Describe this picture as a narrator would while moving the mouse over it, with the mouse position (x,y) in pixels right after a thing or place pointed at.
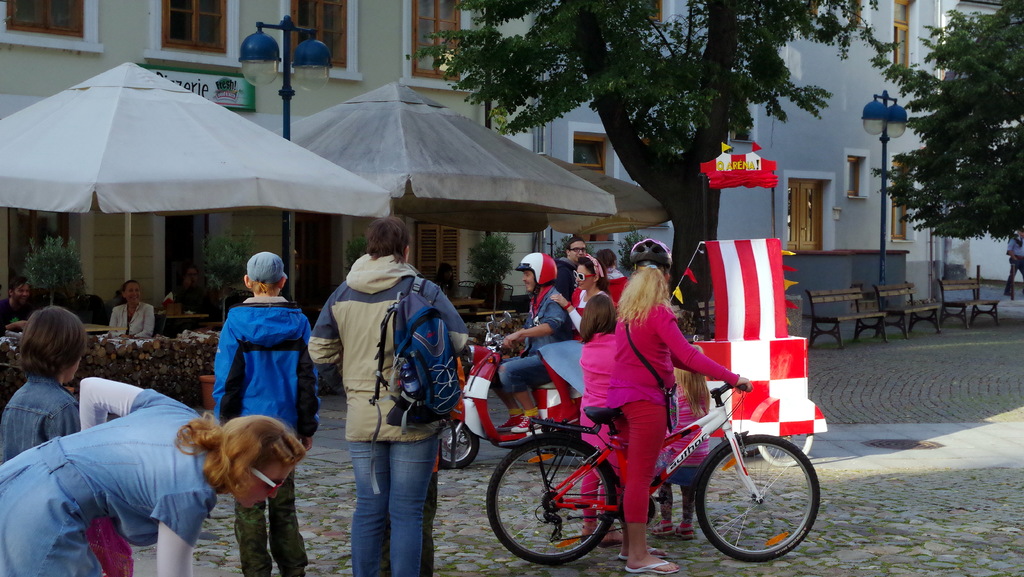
This is an outside view. Here I can see few people (547,352) are sitting on a scooter (522,439) and few people (342,367) are standing. In the background (400,36) there is a building (386,47) and few trees (962,168). Here I can see two tents (329,182) under that few people (125,314) are sitting on the chairs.
